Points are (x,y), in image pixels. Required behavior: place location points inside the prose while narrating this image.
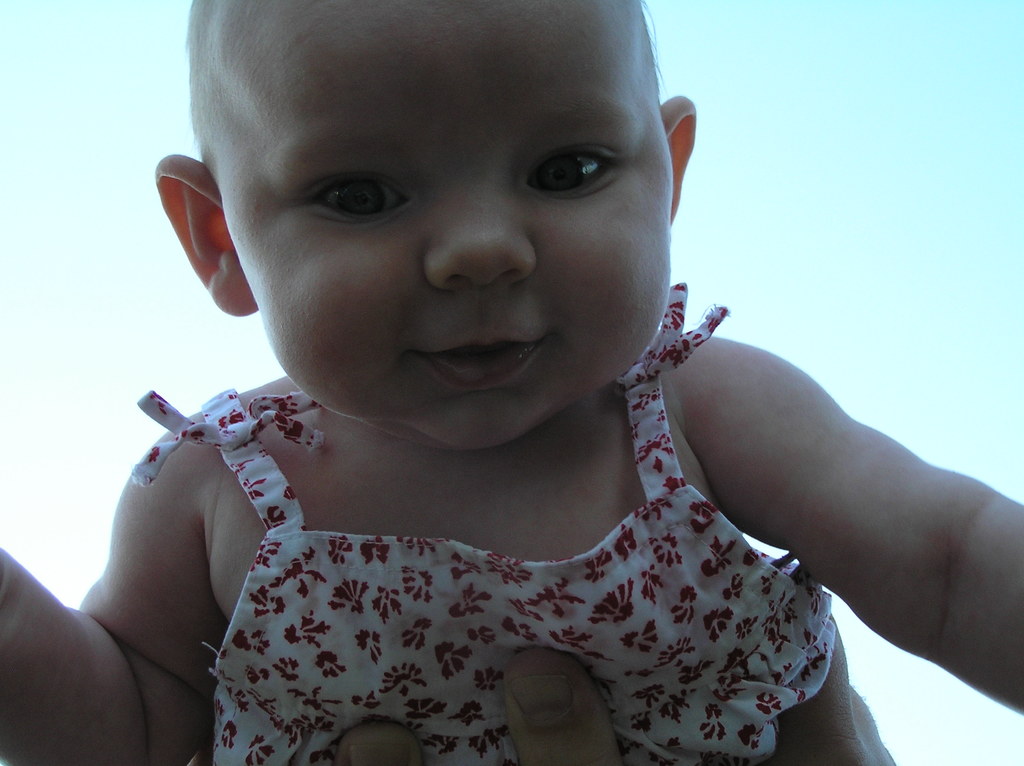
In this image, we can see a baby (507,492) is seeing and smiling. At the bottom (817,752), we can see human fingers (529,752). Background (1023,464) there is a sky (32,396).
